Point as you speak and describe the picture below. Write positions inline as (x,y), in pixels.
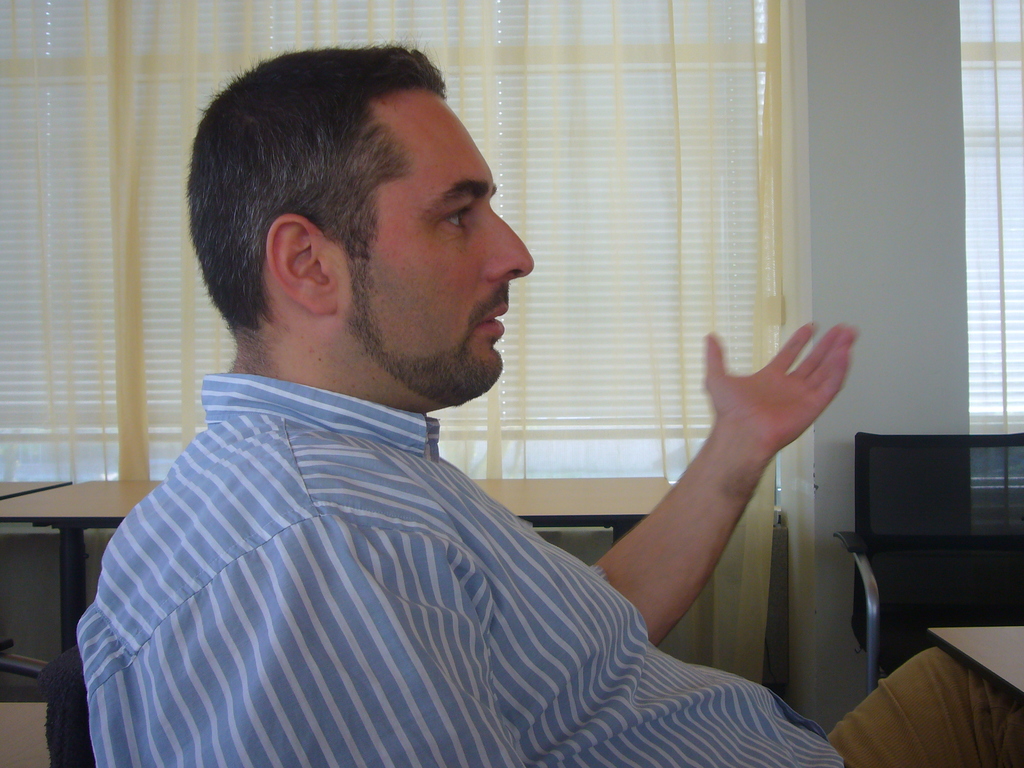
In the given image we can see a man (350,417) who is sitting on a chair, who is wearing a blue and white color shirt (500,662) and cream color pant (874,703).
